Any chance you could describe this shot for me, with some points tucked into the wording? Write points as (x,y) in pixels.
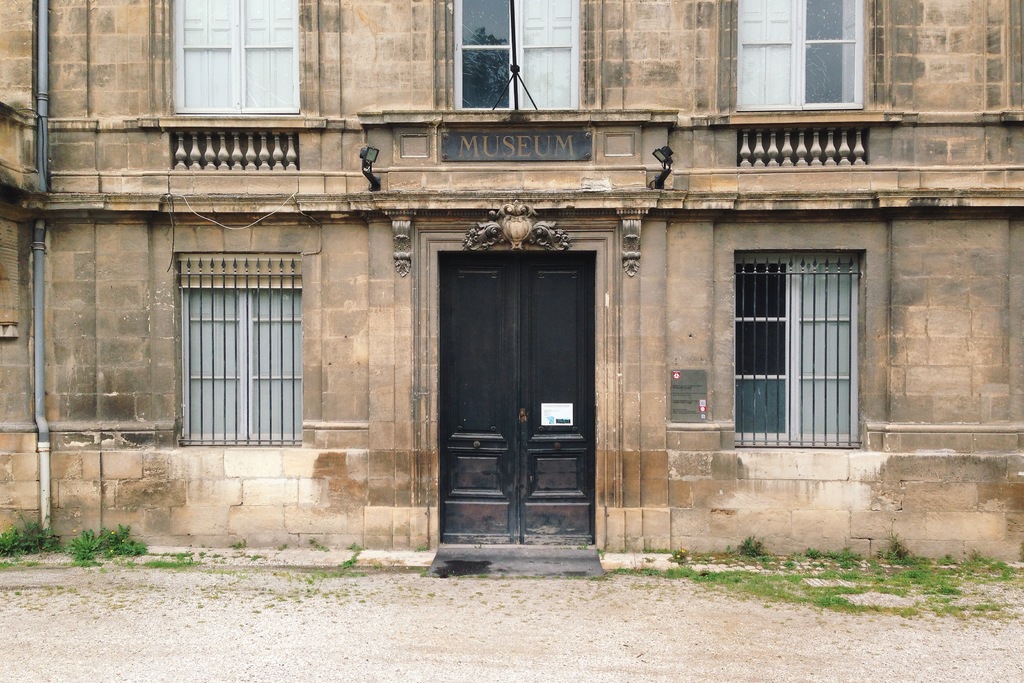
There is a door (460,418) and windows (221,349) of a building (473,382) at the bottom of this image (519,488). We can see windows (558,58) at the top of this image (550,33).
